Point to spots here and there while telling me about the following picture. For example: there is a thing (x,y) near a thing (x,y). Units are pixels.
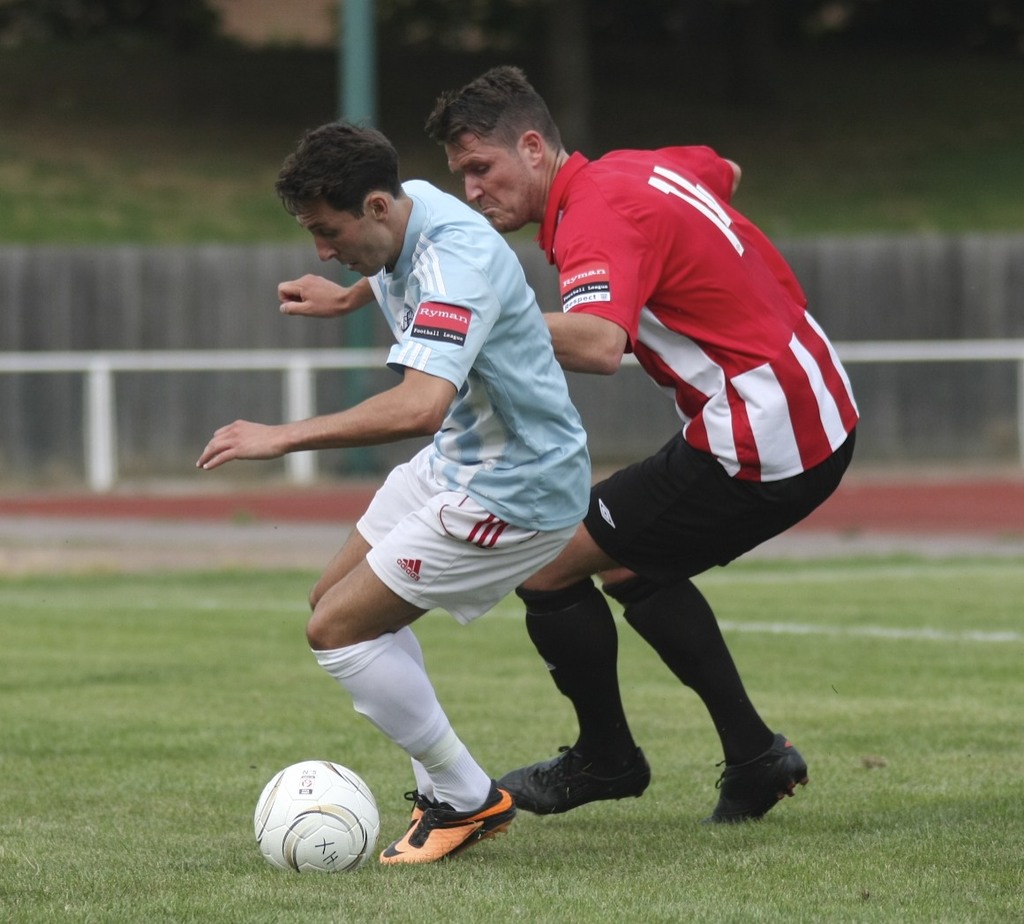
In this picture we can see a person (429,253) standing, and at the back (614,235) there is a man (704,265) and fighting for the ball (313,824), and in the back (165,469) there is the fencing (167,411), and above there are trees (530,50).
